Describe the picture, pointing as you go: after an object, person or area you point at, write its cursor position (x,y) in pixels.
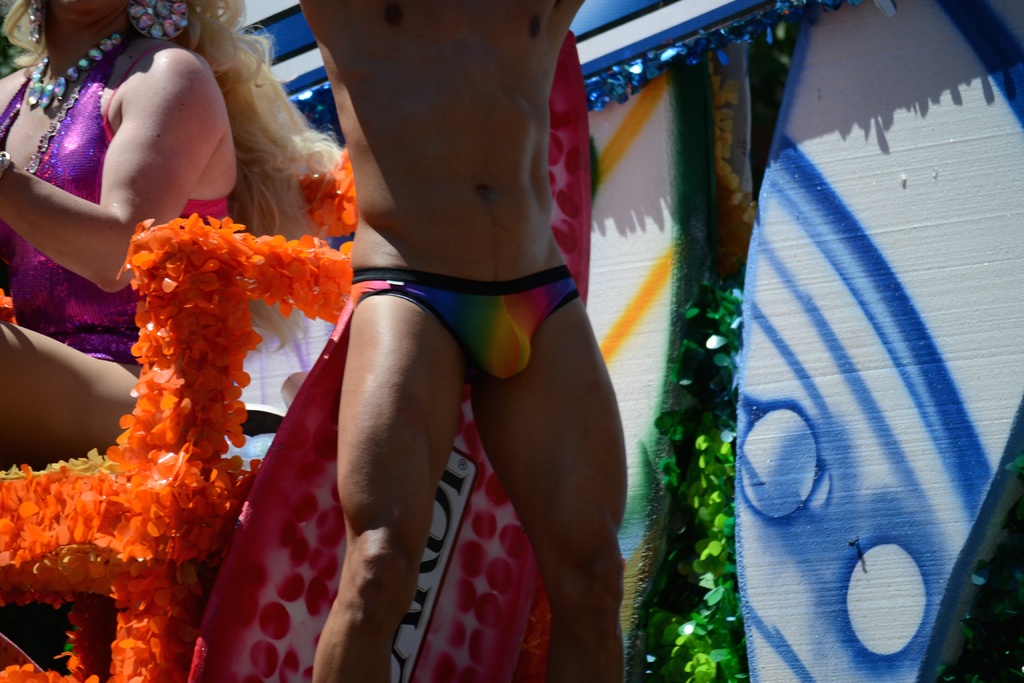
In this picture there is a man (386,258) standing and there is a woman (198,117) sitting on the chair (163,582). At the back (811,248) there are surfboards (857,351) and plants (709,292).
